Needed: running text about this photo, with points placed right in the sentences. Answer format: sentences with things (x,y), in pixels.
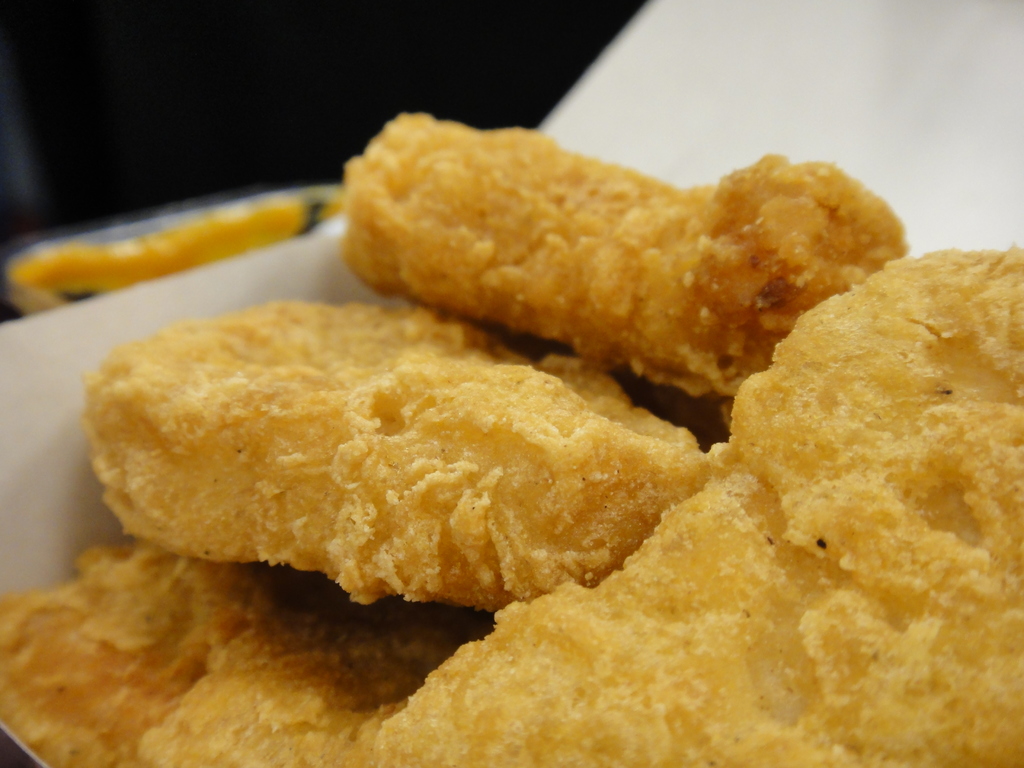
In front of the picture, we see the eatables (611,526). Behind that, it is white in color. In the left top (321,191), we see an object (259,230) in yellow color. Behind that, it is black in color. This picture is blurred in the background (332,161).
